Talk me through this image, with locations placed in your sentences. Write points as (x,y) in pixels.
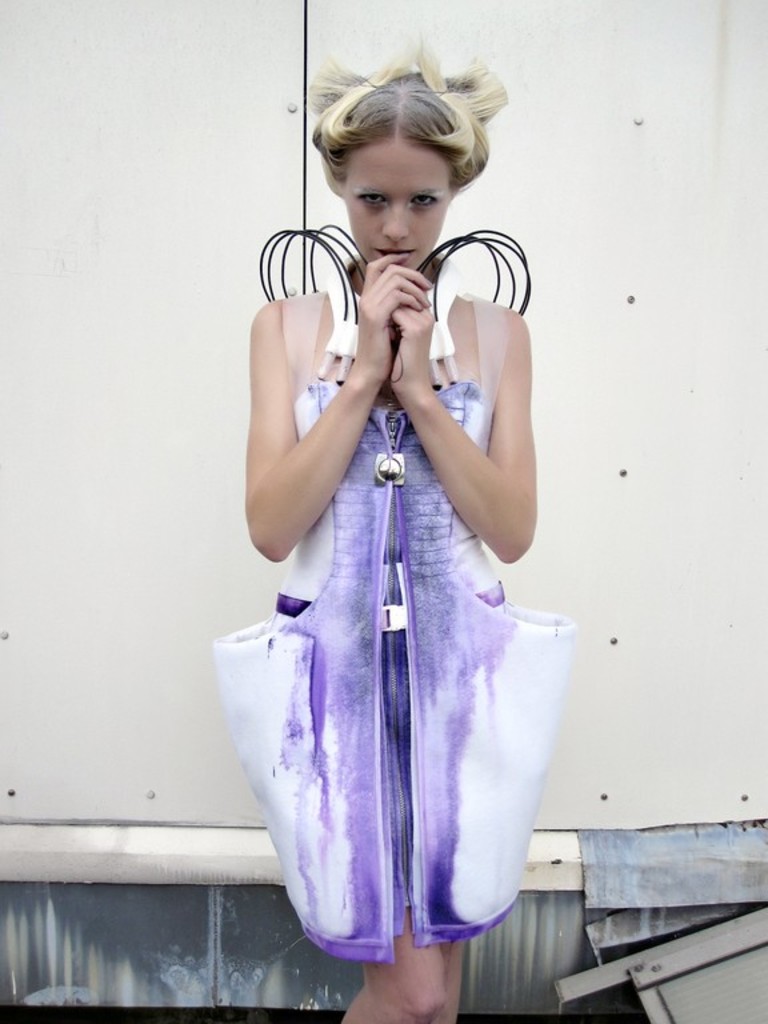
In the picture we can see a woman (355,660) wearing white and purple color dress (304,631), standing and in the background of the picture (33,267) there is a wall (33,267).
